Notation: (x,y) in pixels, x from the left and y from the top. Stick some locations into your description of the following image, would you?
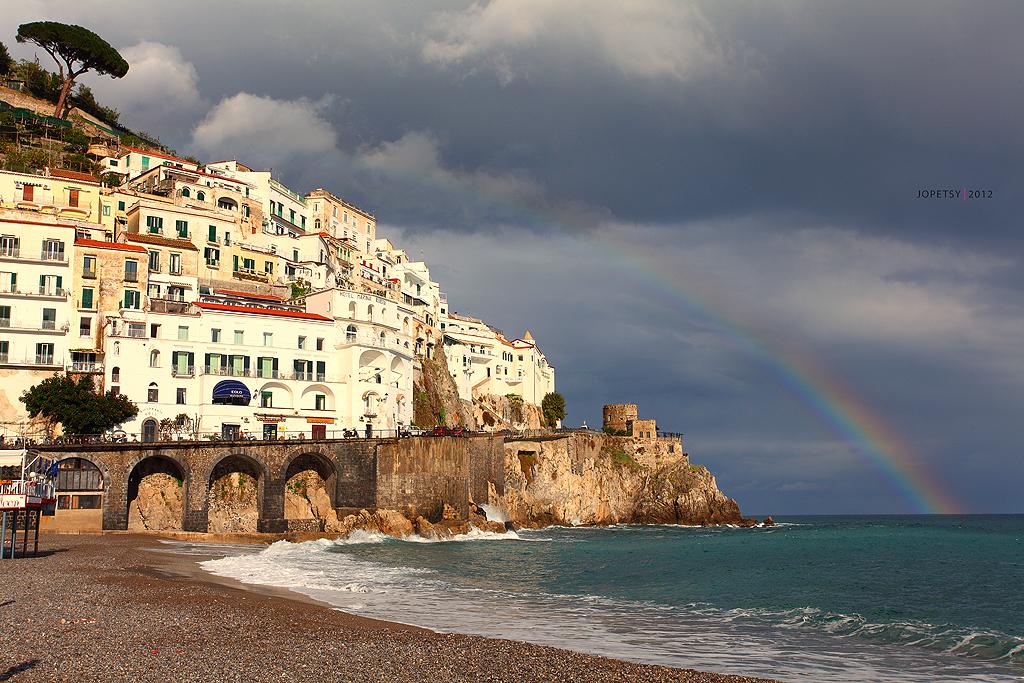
In this image I can see the ground (457,637), the water (578,608), a mountain (43,110), few buildings (286,353) on the mountain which are white, cream and red in color. I can see few trees (85,387) on the mountains (48,90). In the background (662,111) I can see the sky (633,143) and the rainbow (730,318).
